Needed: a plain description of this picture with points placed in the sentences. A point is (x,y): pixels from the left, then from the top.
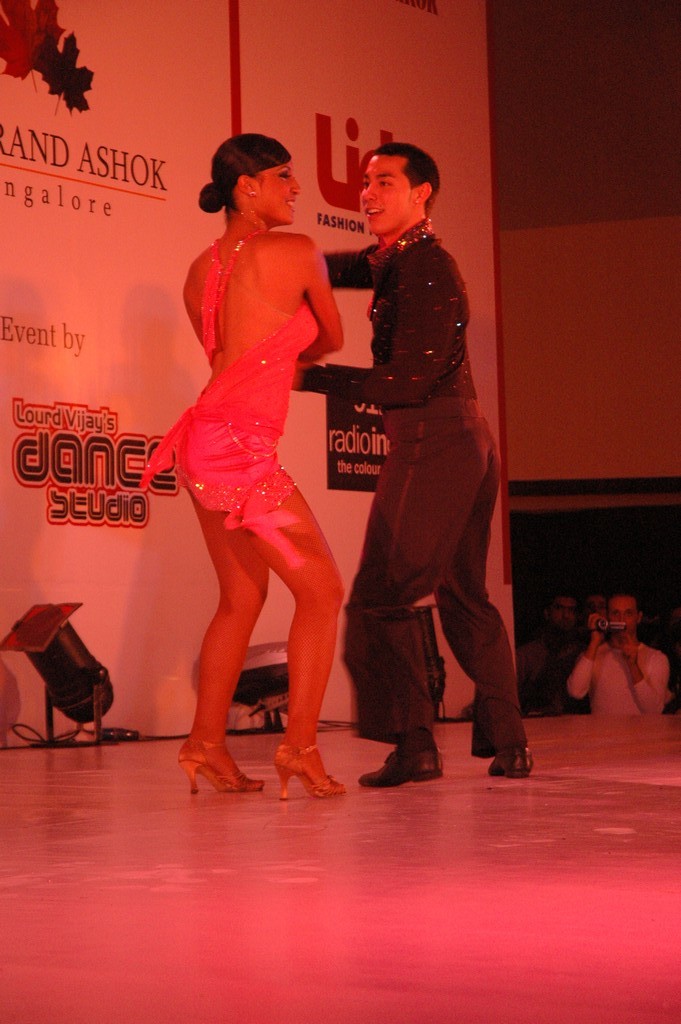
In this image I can see two persons (446,523) dancing. The person (474,510) at right (481,392) is wearing black color dress (446,501), background (13,237) I can see the board (380,36).
